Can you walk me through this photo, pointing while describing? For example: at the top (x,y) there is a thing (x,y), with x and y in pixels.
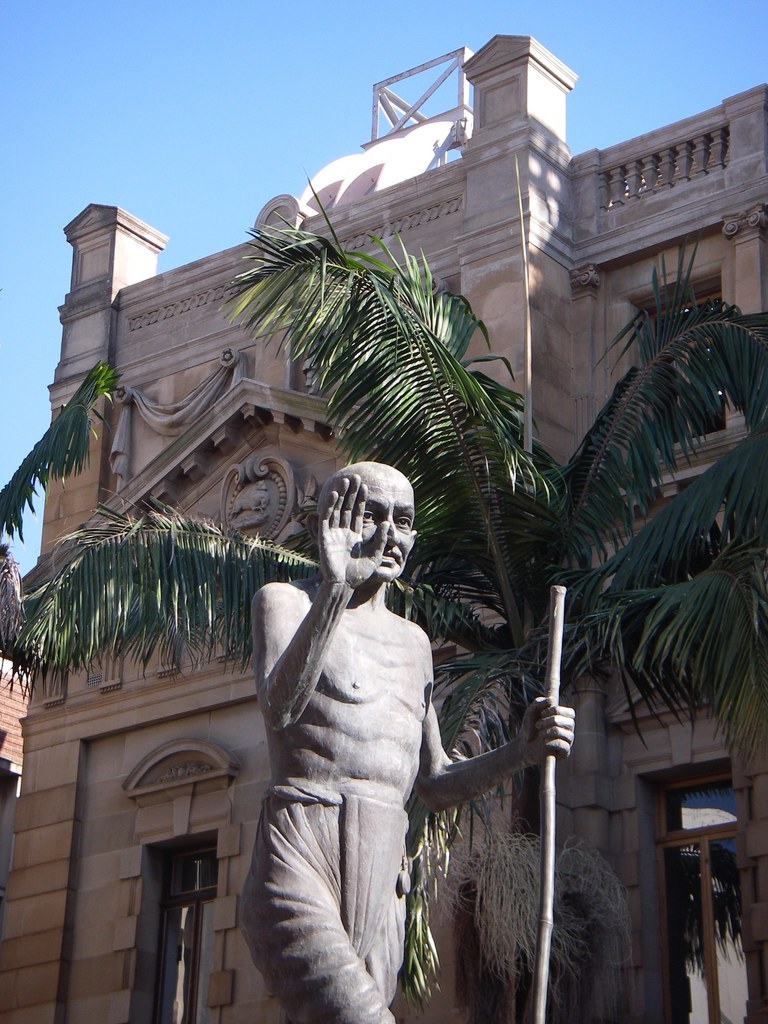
In this image I can see at the bottom (490,787) there is the statue (376,873). In the middle (477,484) there is a tree (592,521) and a building (723,184). At the top (243,134) it is the sky (258,150).
